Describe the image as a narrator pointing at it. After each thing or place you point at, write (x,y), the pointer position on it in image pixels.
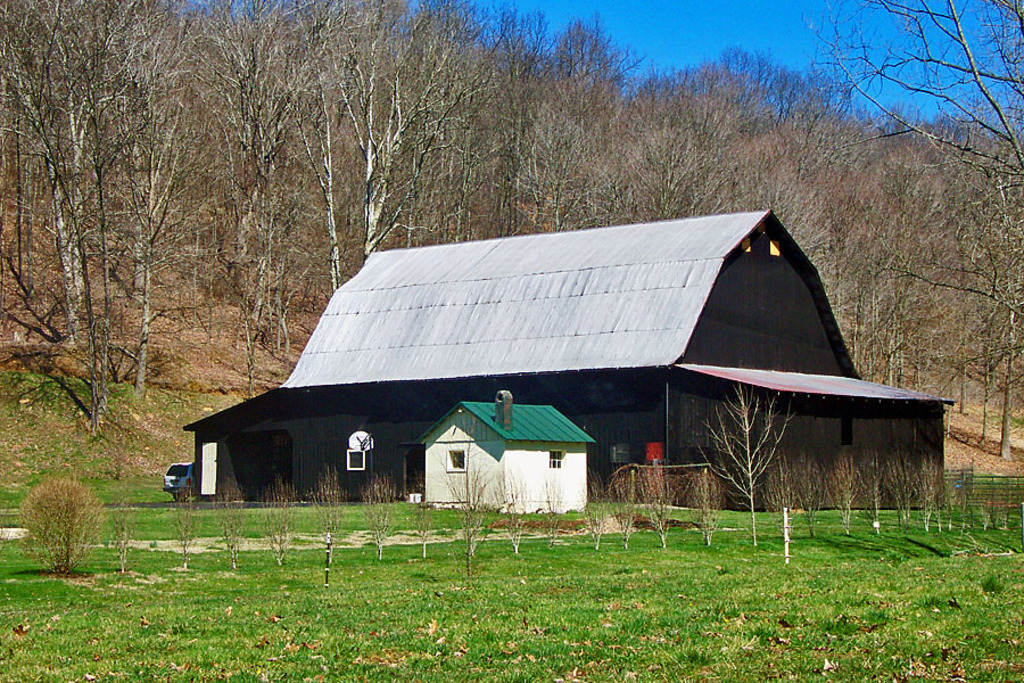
There is grass (303,630) and there are plants (666,516) on the ground (461,604). In the background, there is a shelter (459,448) near a shed (534,493), there is a vehicle (177,488) on the ground (160,463), there are trees (764,153) on the hill (975,185) and there is blue sky (666,14).
